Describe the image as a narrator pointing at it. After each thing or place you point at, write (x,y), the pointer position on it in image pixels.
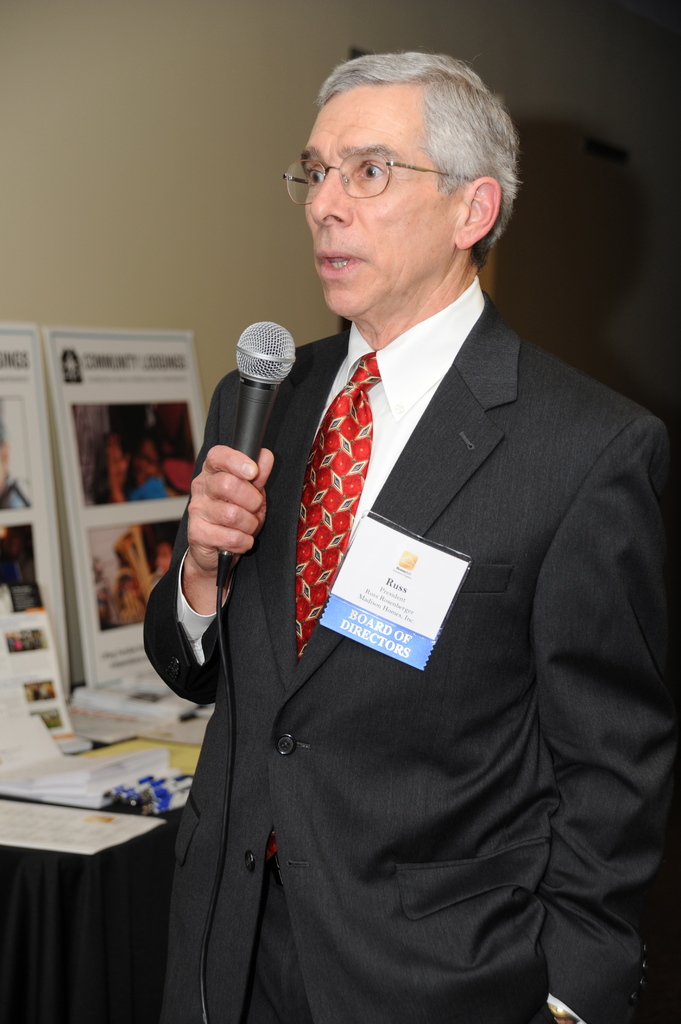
In this image we can see a person (356,463) wearing specs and badge (365,526). He is holding a mic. In the back (219,64) there is a wall (195,114). Also there is a platform (103,788) with posters (96,604).
